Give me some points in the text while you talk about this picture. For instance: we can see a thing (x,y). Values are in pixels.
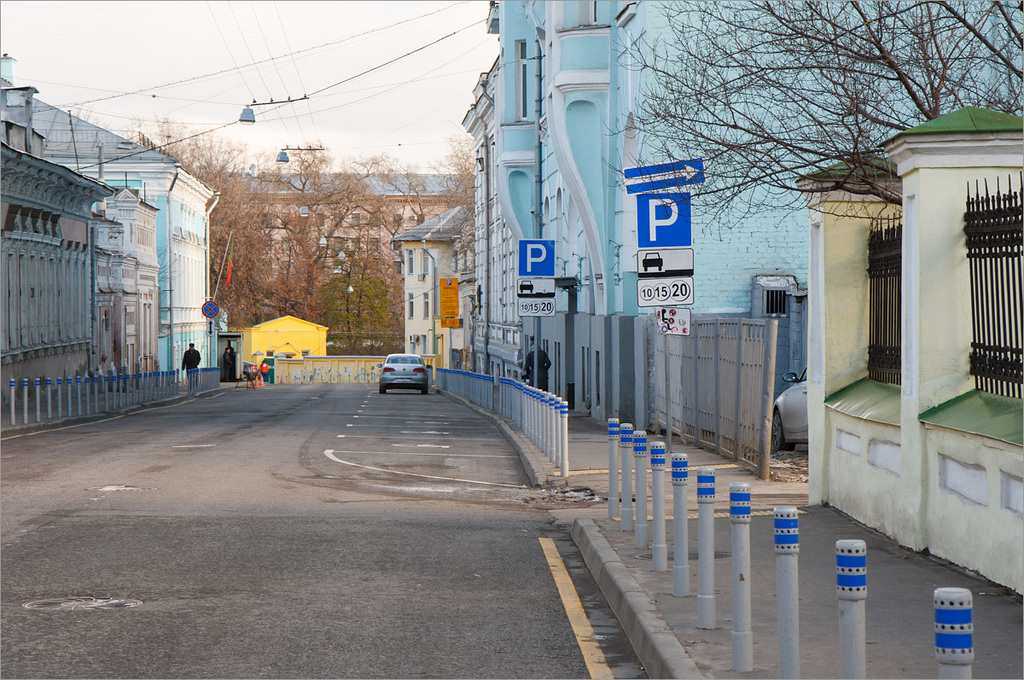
In this image we can see a group of buildings (408,314). On the right side (924,378), we can see a wall (822,296) with fencing (769,380), barriers (517,397), person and poles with boards (540,307). In the background (286,284), we can see the wall (373,359), trees (357,347) and persons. At the top (345,61) we can see the sky (284,79) and the wires (314,93).
